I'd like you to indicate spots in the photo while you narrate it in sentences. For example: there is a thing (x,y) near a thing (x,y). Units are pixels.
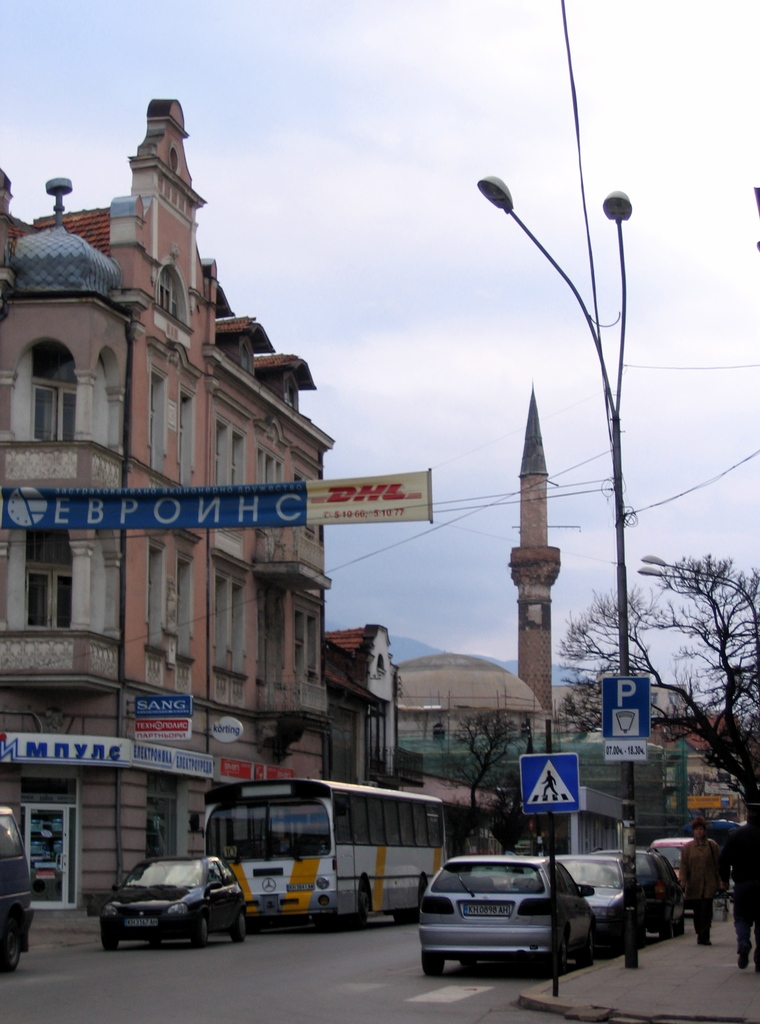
In this image I can see few vehicles (678,868) on the road (46,965) and I can also see few persons (712,878) walking, few boards (546,808) attached to the poles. In the background (46,573) I can see few buildings (369,712) in white and brown color and I can see few dried trees (754,683), few light poles (622,566) and the sky (380,219) is in white color.
